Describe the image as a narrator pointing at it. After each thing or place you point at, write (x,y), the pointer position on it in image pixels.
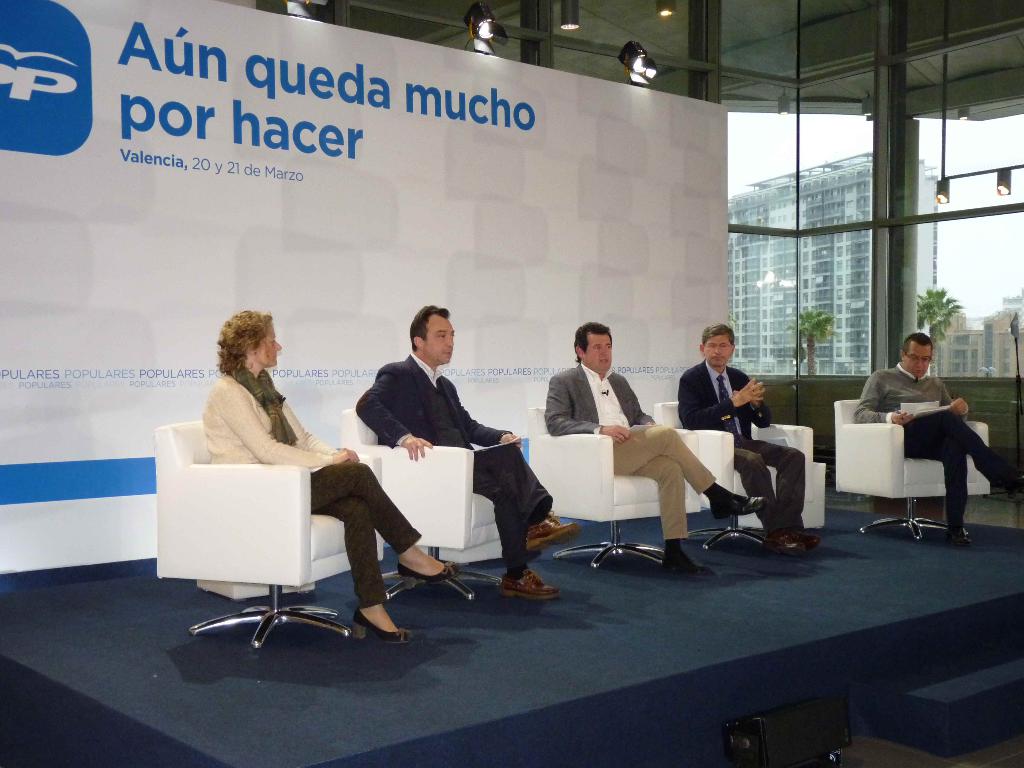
In this picture we can see five persons (550,506) sitting on the chairs (601,511). This is the floor (487,696). On the background (369,256) there is a hoarding (566,161). And these are the lights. Here we can see some buildings (853,267) and these are the trees (940,300). And there is a sky (974,259).
